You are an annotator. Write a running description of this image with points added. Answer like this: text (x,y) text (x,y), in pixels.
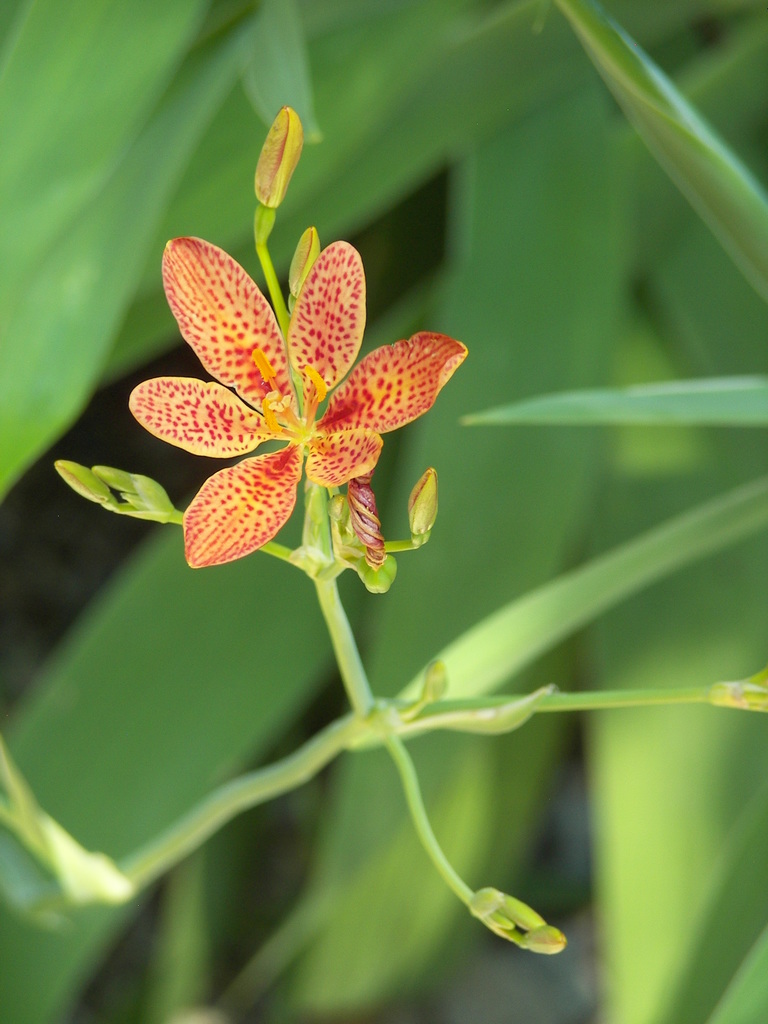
Here in this picture we can see a plant (405,711) present over there and in the front (317,345) we can see a flower (310,461) of it.
